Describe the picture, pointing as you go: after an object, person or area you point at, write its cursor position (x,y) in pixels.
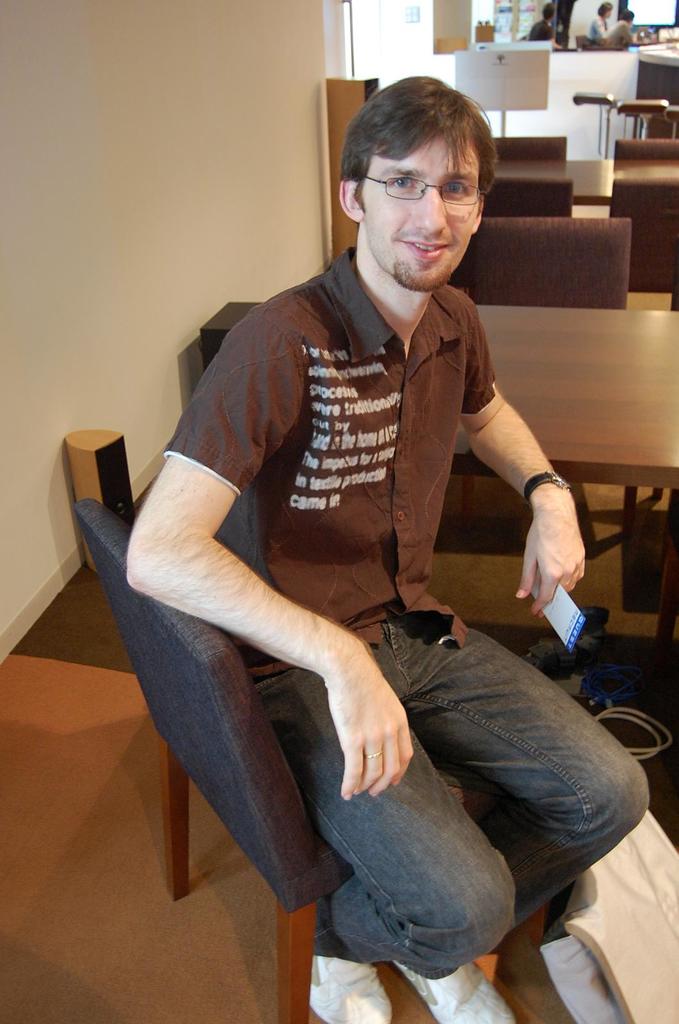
In this image I can see a man (489,664) sitting on a chair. I can see he is wearing a specs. In the background (641,119) I can see few more chairs (594,266) and few more people (550,27) over there.
